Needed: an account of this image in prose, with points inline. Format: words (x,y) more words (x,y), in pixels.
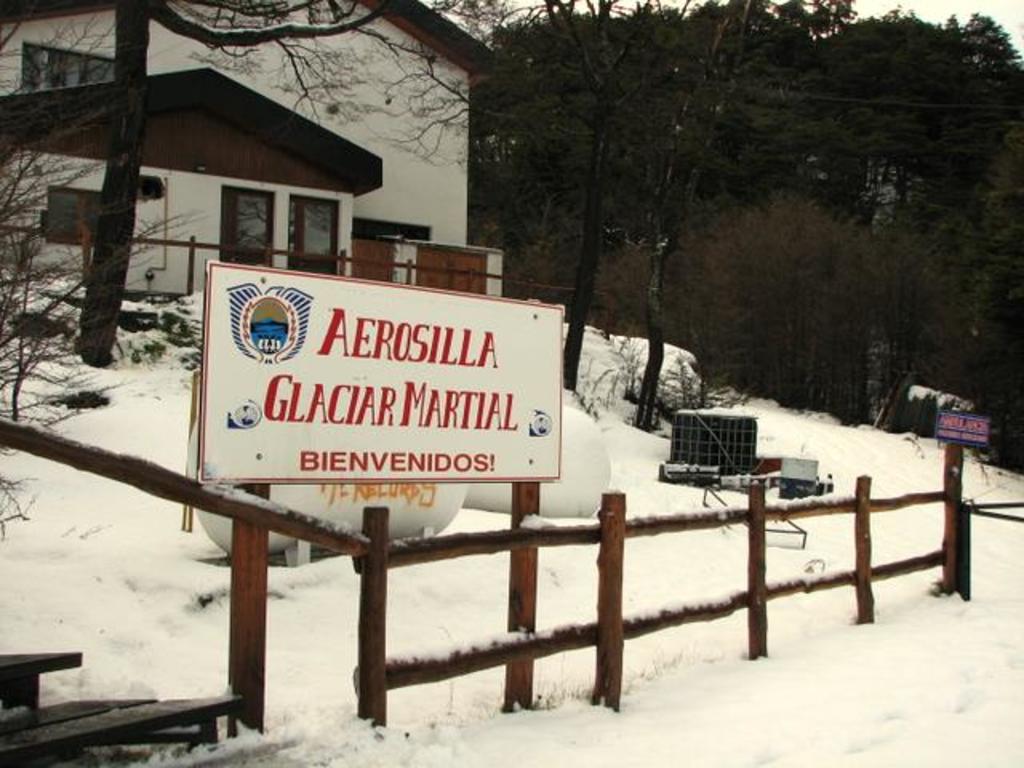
In front of the picture, we see the wooden fence (338,537) and a board (449,395) in white color with some text (459,420) written on it. Behind that, we see the objects (466,485) in white color. In the background (390,191), we see the building (327,269) and the trees (506,266). On the right side (962,432), we see a board (955,414) in blue color with some text (948,430) written on it. Behind that, we see an object (729,434) in black and white color. In the left bottom (110,720), we see the wooden bench (58,727).
